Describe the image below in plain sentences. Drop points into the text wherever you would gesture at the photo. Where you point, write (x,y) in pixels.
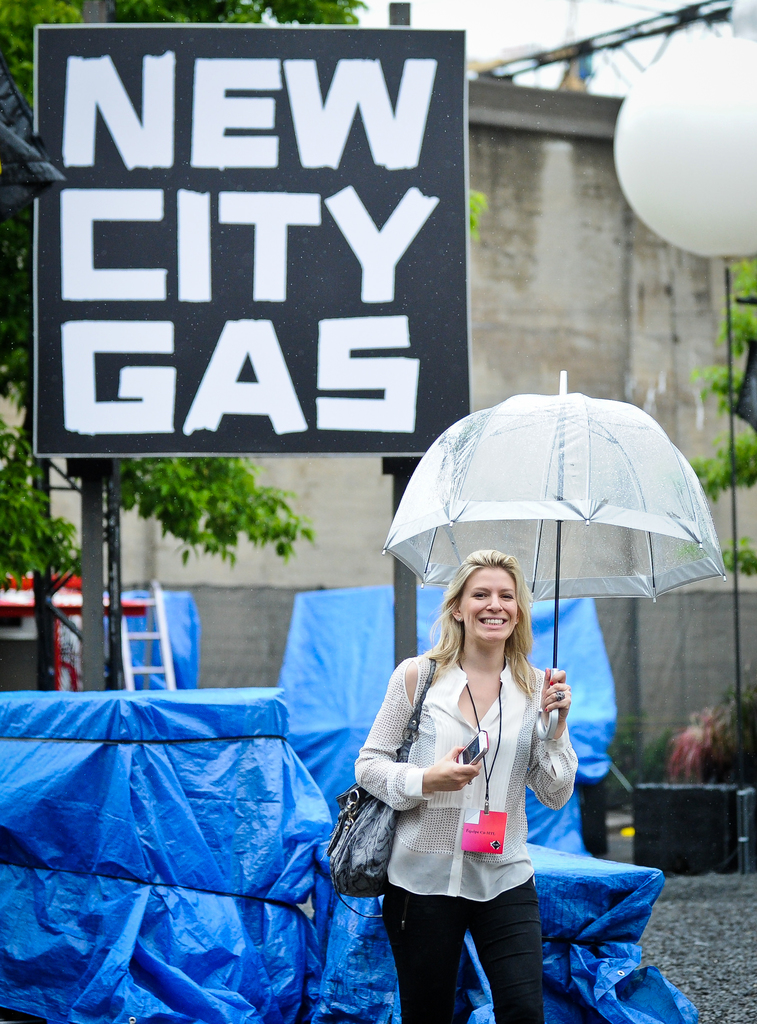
At the bottom (452,821) there is a woman (426,809) wearing a bag (346,874) and holding an umbrella (555,592), behind her there are blue covers (217,842). In the center of the picture (317,454) there are trees (151,509), hoarding (240,393), ladder (140,672) and other objects (112,645). In the background (527,190) there is a building (551,327).
